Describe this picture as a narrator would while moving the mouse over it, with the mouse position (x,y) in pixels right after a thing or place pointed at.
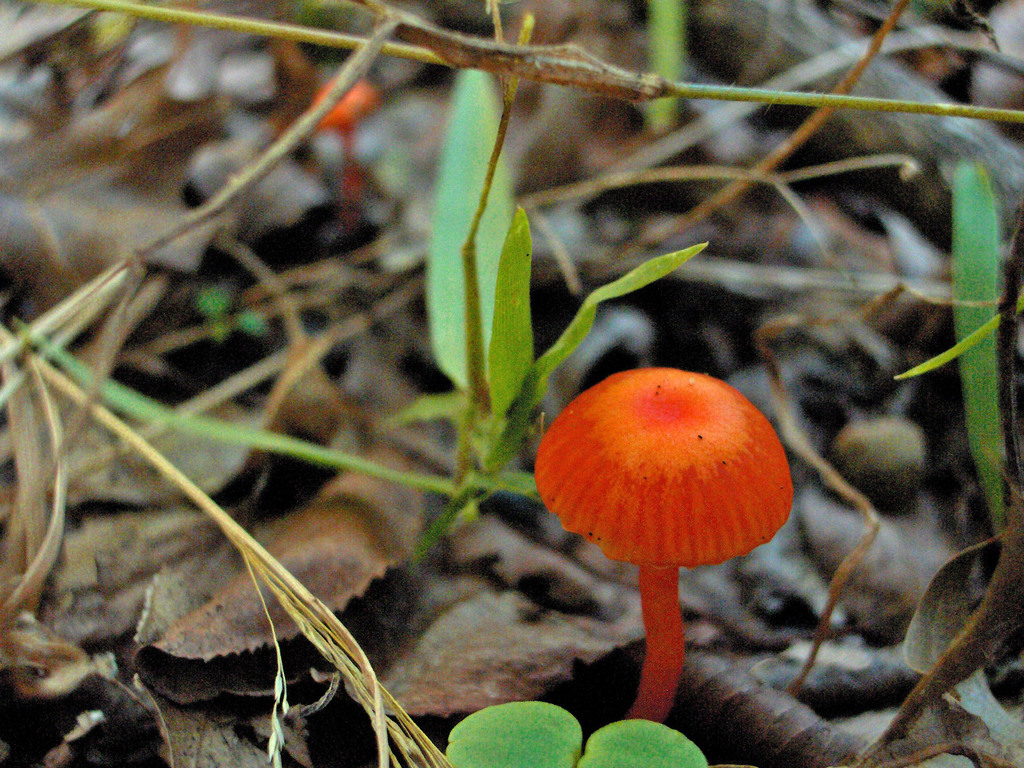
In this picture there are orange color mushrooms (599,443) and there are plants (137,411) and there are dried leaves (779,536).
